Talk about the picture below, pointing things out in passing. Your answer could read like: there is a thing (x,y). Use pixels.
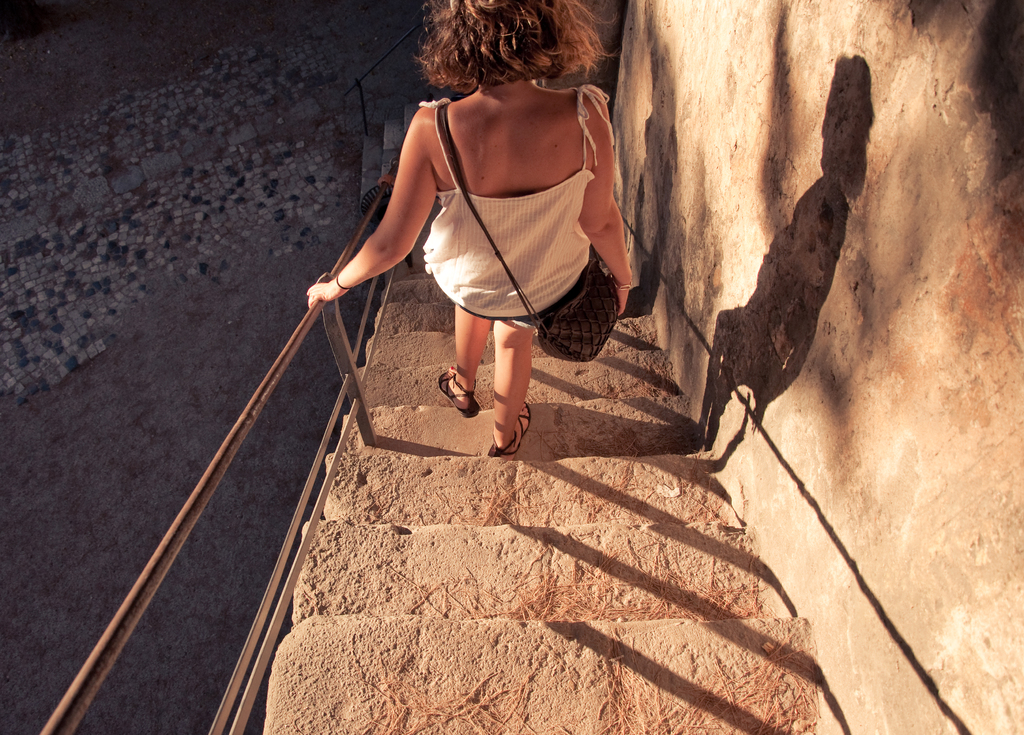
In the image we can see a woman (533,249) wearing clothes (529,289), sandals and she is carrying a handbag (577,305). She is walking on the steps (445,430), here we can see stairs (528,546), fence (235,436), wall (777,196) and the footpath (140,254).
